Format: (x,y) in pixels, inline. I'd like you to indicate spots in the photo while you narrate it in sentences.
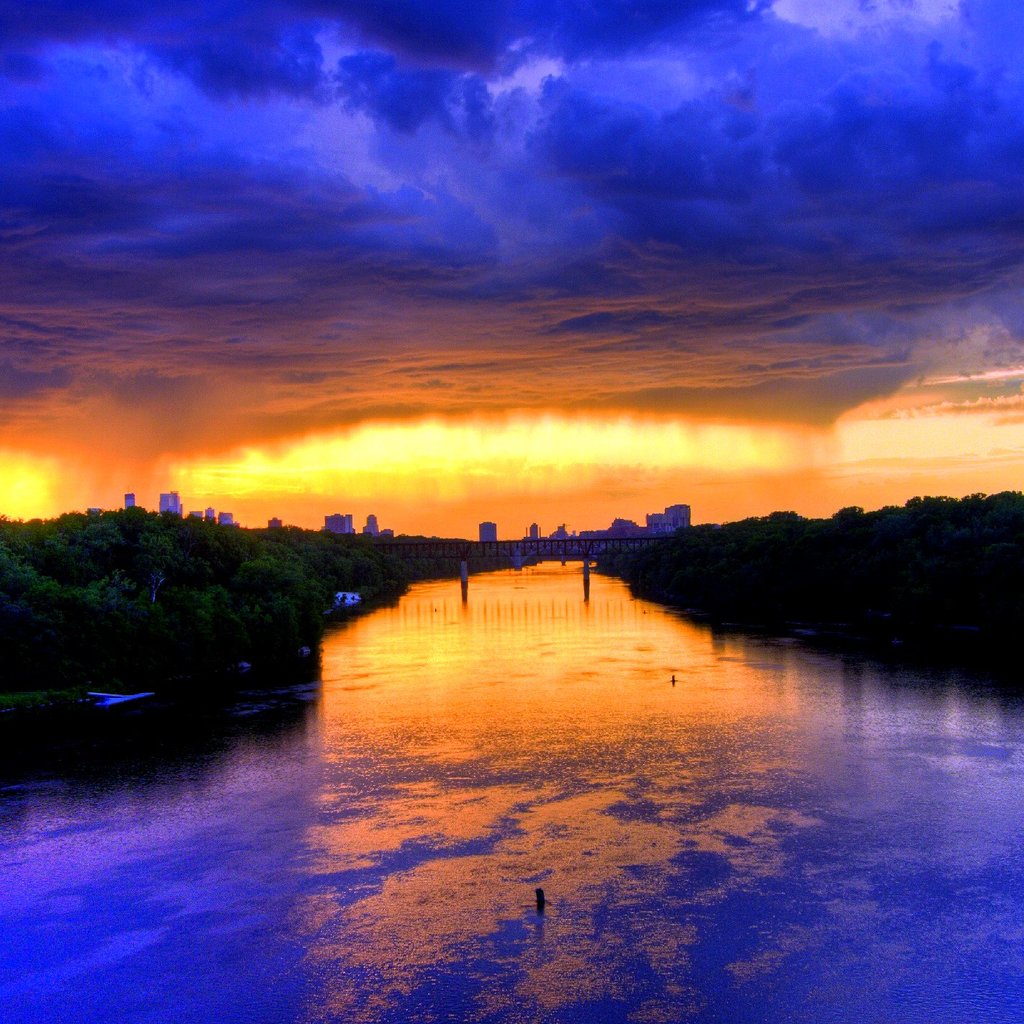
This image is taken during the sunset. In this image there is a river (530,690) in the middle (530,639) on which there is a bridge (465,558). There are trees (341,561) on either side of the bridge (584,553). In the background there are buildings (162,510). At the top (529,242) there is sky (253,210) which is in blue colour.
